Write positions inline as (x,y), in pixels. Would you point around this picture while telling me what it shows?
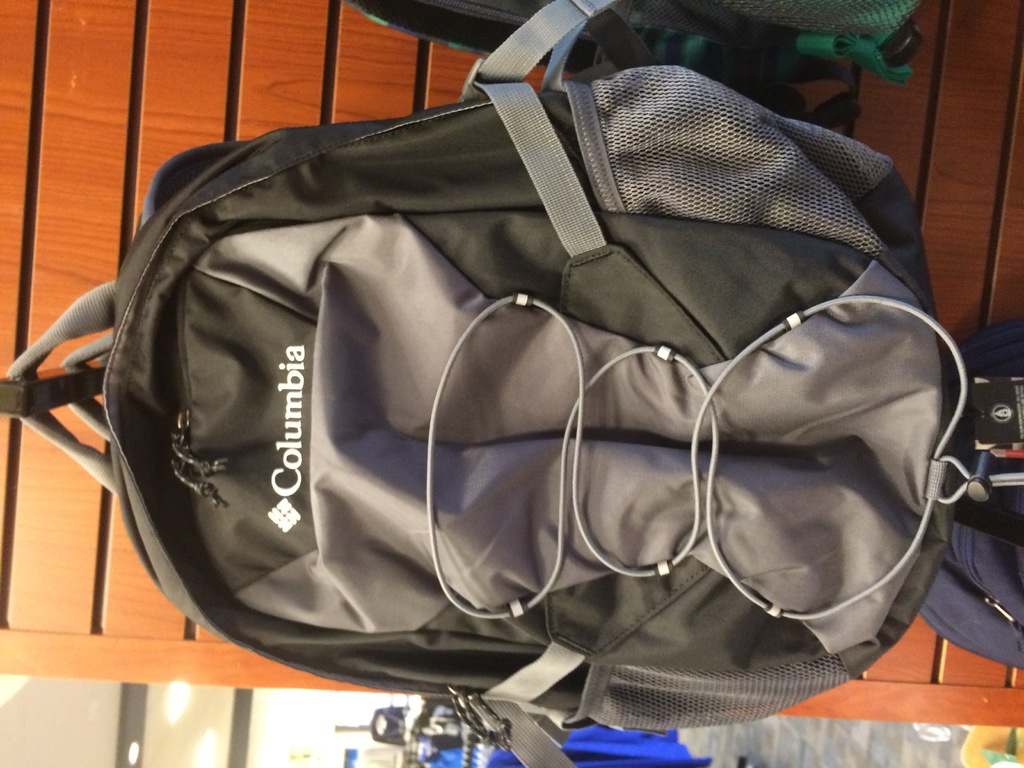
This picture is facing left side. There is a bag (444,126) which is in black and grey in color is hanged to a pole (65,380), towards the top (478,47) there is another bag (883,58) which is in green in color. In the background (97,89) there is a wooden wall (45,137).
